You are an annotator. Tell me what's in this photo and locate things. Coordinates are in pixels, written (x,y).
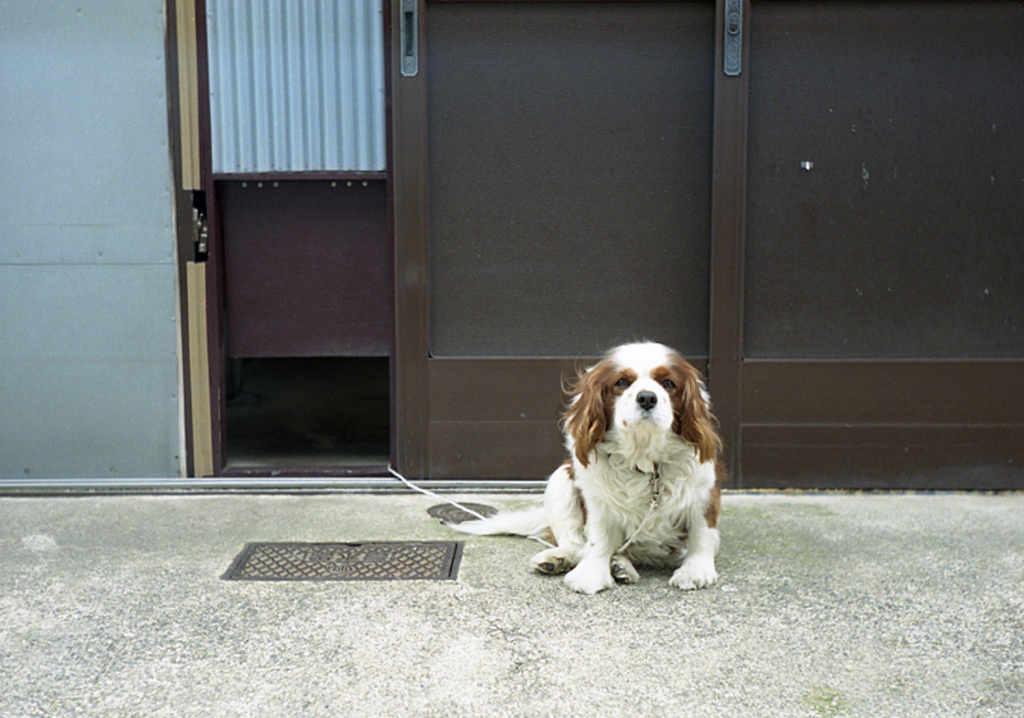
There is a dog (625,473) with a rope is sitting on the ground (583,609). In the back (531,231) there is wall (596,232) with door (283,317). On the ground (377,589) there is a manhole (319,563).
